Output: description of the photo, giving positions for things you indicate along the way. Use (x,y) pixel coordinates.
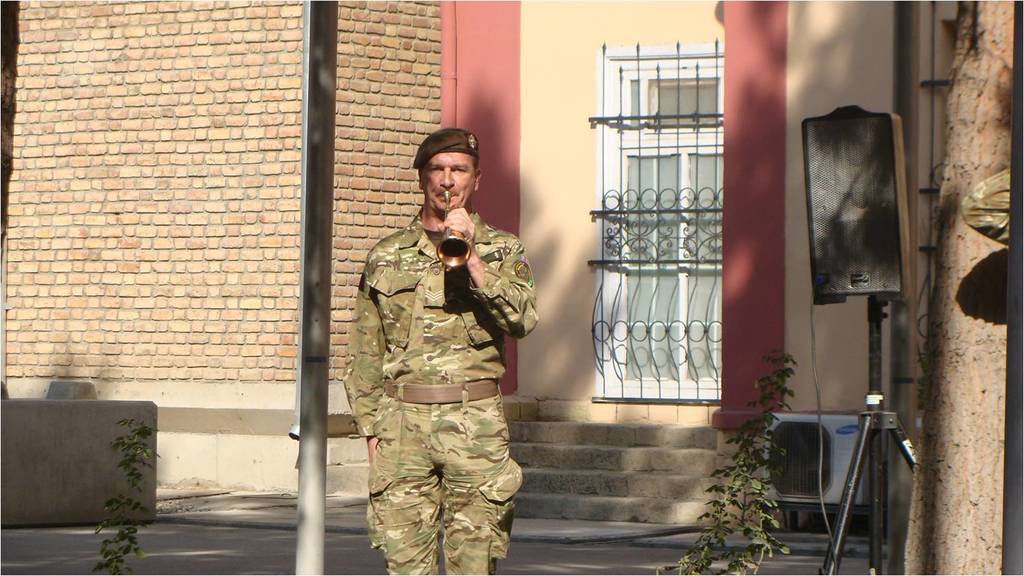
In the image we can see a man (460,454) standing, wearing army clothes (480,333), cap (448,139) and the man (454,219) is holding and playing a musical instrument (460,246). Here we can see plant (132,484), pole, brick wall (341,315), fence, cable wire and the sound box (811,231).
